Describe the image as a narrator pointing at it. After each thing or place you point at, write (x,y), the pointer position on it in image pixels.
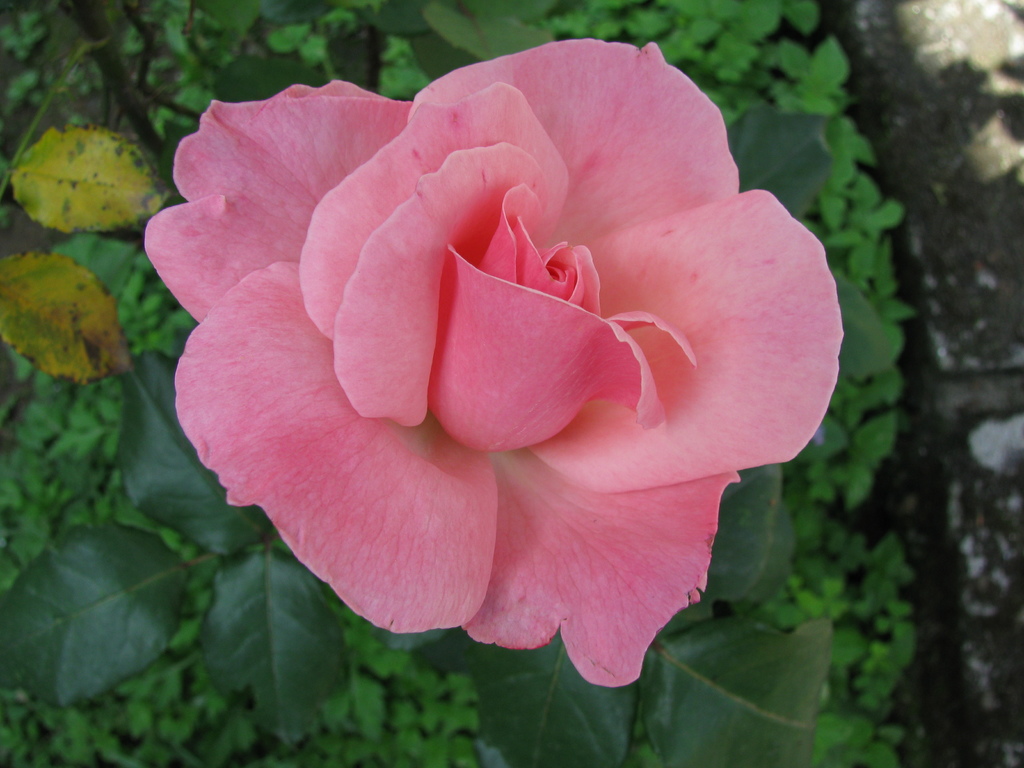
In the image we can see the rose (455,241), pink in color and the leaves (198,110).
